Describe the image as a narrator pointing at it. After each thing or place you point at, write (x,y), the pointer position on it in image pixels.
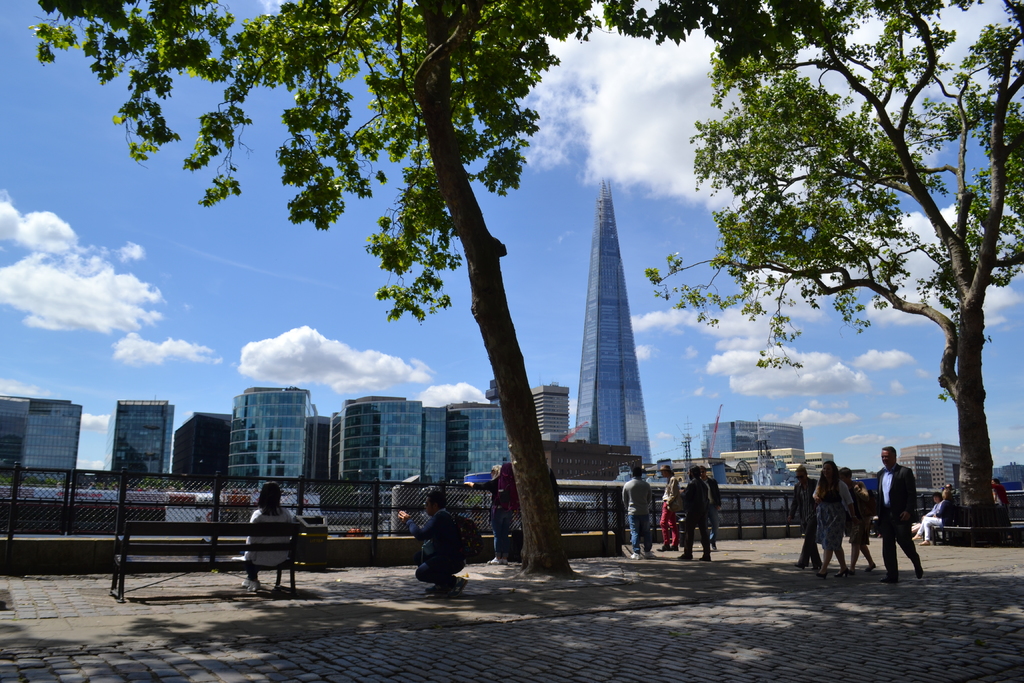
Few people (884,507) walking, few people (708,539) standing and this person (248,576) sitting on a bench (216,564) and this person (436,540) sitting like squat position and wore a bag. We can see trees (967,430) and fence (724,526). In the background (296,442) we can see buildings (253,442) and sky (687,101) with clouds (841,371).
